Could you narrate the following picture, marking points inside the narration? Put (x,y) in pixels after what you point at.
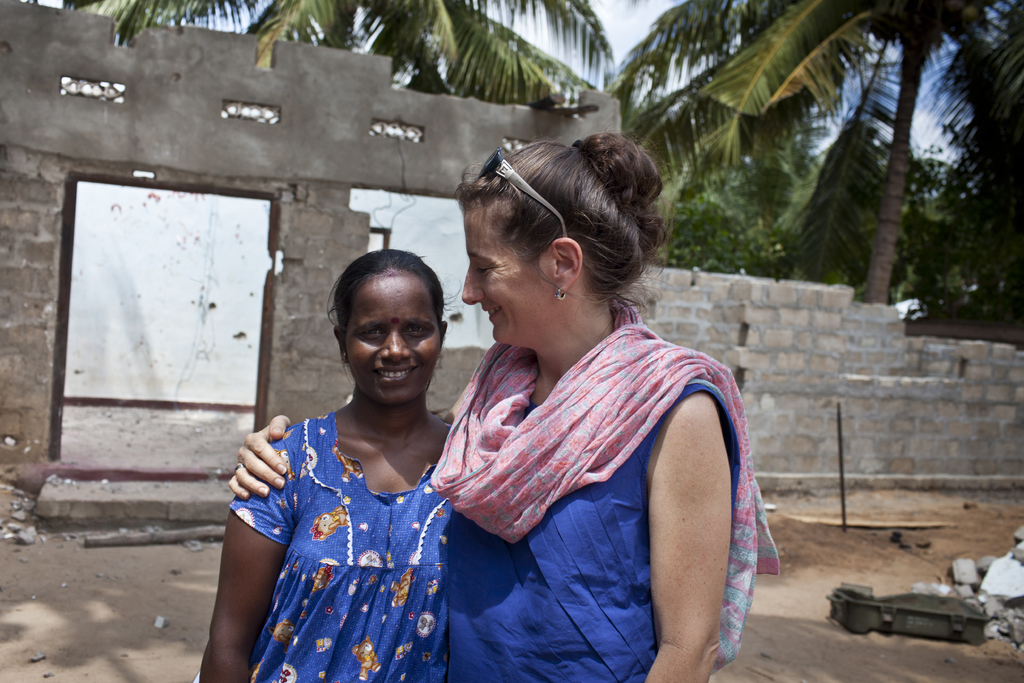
In the center of the image (535,259), we can see two people (539,318) and are smiling and there are glasses (518,175). In the background (246,91), there is a wall (202,100), a pole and we can see trees (776,139). At the bottom (921,593), there are some objects (933,619) on the ground (95,552).
